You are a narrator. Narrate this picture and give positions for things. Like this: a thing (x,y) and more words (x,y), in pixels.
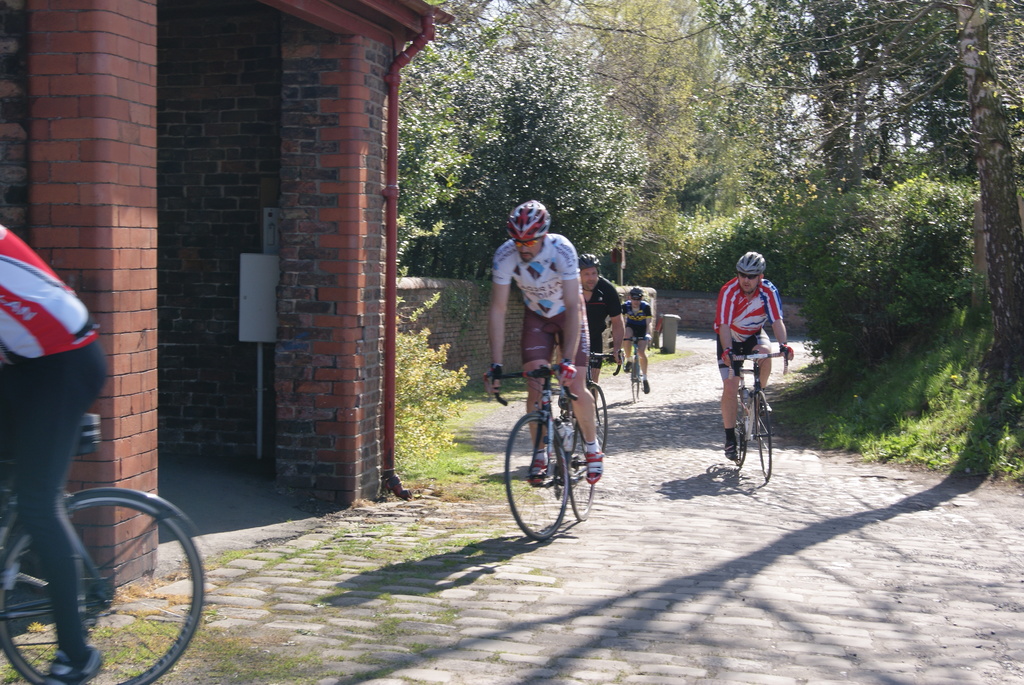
In this image there are few boys (617,350) who are cycling on the road (595,507) by wearing the helmets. Behind them there are trees (737,164). On the left side (273,233) it seems like a building (272,215).
